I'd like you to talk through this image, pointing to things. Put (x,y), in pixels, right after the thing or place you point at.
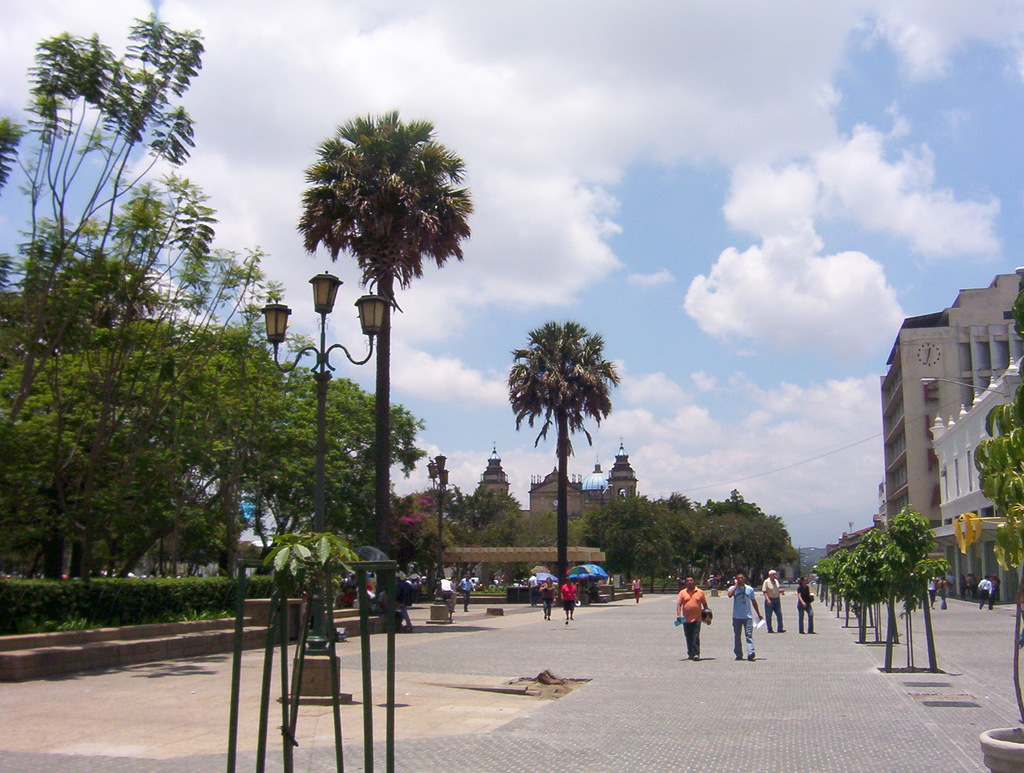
This image consists of many people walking on the road (492,630). To the left (151,441), there are trees (53,445). To the right (949,408), there are buildings (958,561). At the top (715,130), there are clouds (740,137) in the sky (723,202). At the bottom (620,696), there is a road (490,729).
